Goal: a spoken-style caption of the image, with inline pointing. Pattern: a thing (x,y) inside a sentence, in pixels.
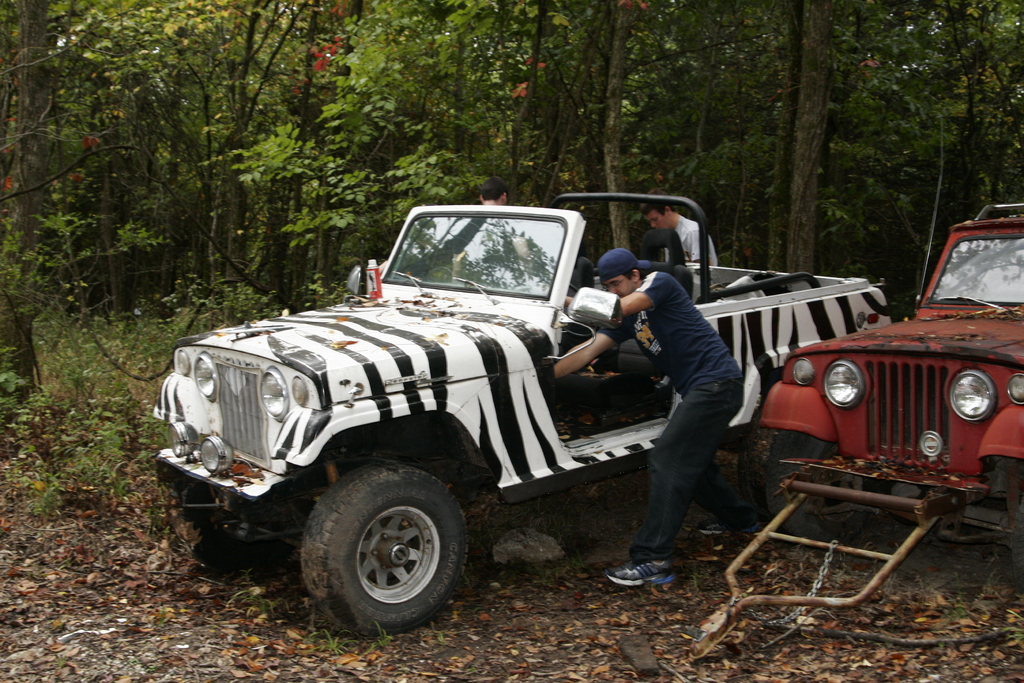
On the background (641,101) we can see trees (536,97). These are plants (153,447) and these are dried leaves (618,663). Here we can see two vehicles (606,415). We can see three persons (646,210) standing over here and this person (682,382) is trying to push this vehicle (568,337). We can see one bottle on the vehicle (381,320).
